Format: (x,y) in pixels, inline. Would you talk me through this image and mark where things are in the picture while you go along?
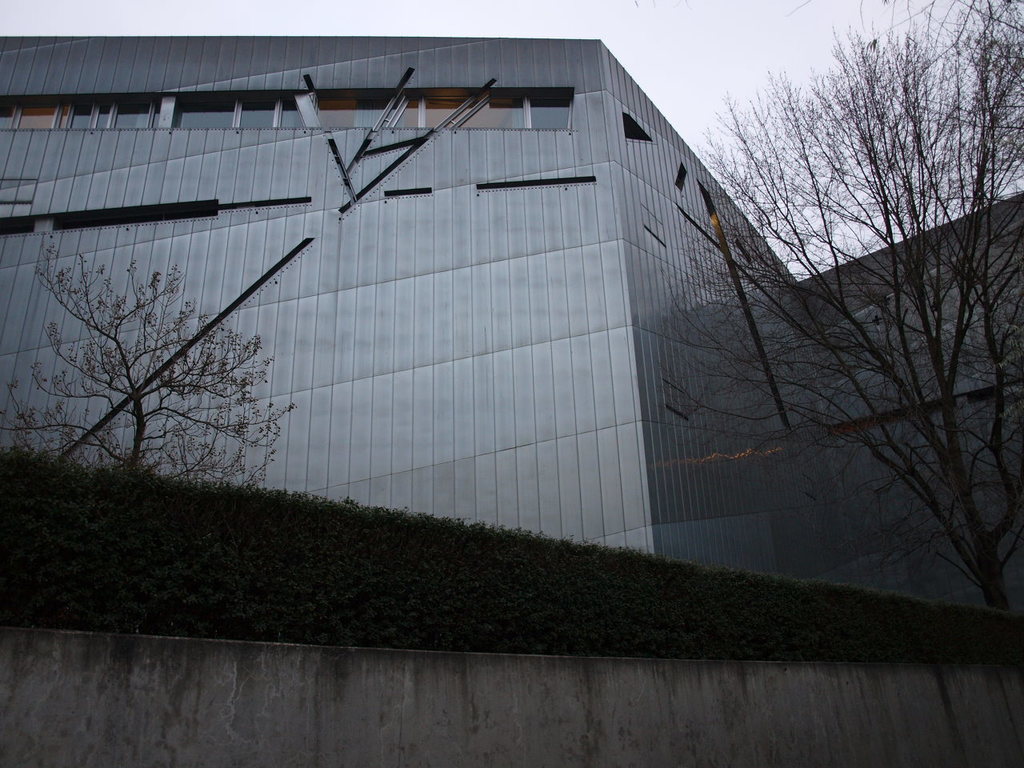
This picture is clicked outside. In the foreground (883,684) we can see the wall (586,706) and the plants (273,570), we can see the dry stems (902,402) and branches (198,384) of the trees (198,384). In the center (616,456) we can see the building (872,360). In the background (841,254) we can see the sky (663,41).
